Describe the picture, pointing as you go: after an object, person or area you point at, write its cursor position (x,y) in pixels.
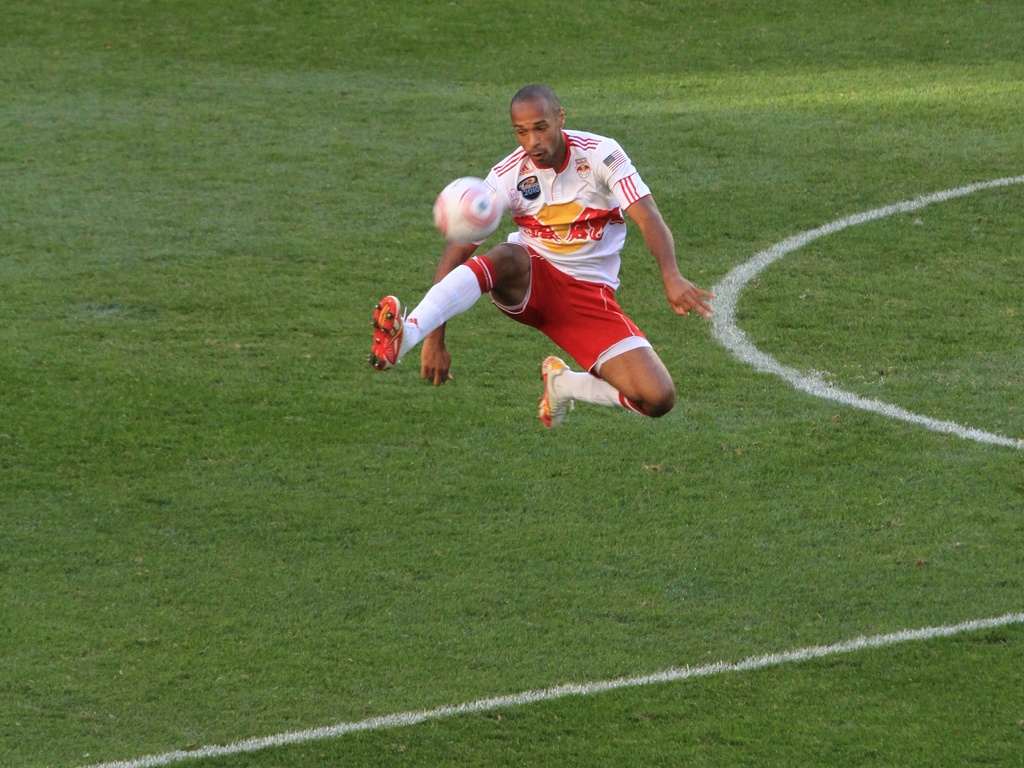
In this image we can see a person (553,257) wearing white T-shirt (617,260), socks (451,309) and shoes (378,369) is in the air, also the ball (478,213) is in the air. Here we can see the ground (118,333).
